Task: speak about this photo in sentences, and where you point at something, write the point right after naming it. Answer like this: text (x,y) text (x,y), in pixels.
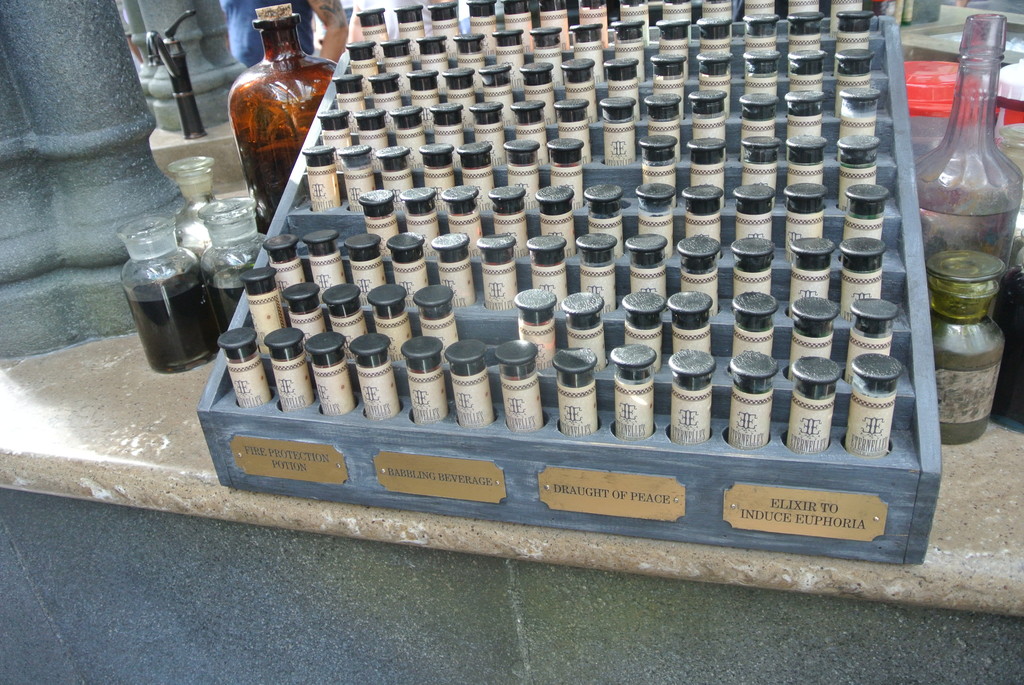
In this image there are some objects (455,345) fixed to the board (315,484) and there is name board (287,470), glass jars (226,237), glass bottle (989,184) in the table (246,511).
